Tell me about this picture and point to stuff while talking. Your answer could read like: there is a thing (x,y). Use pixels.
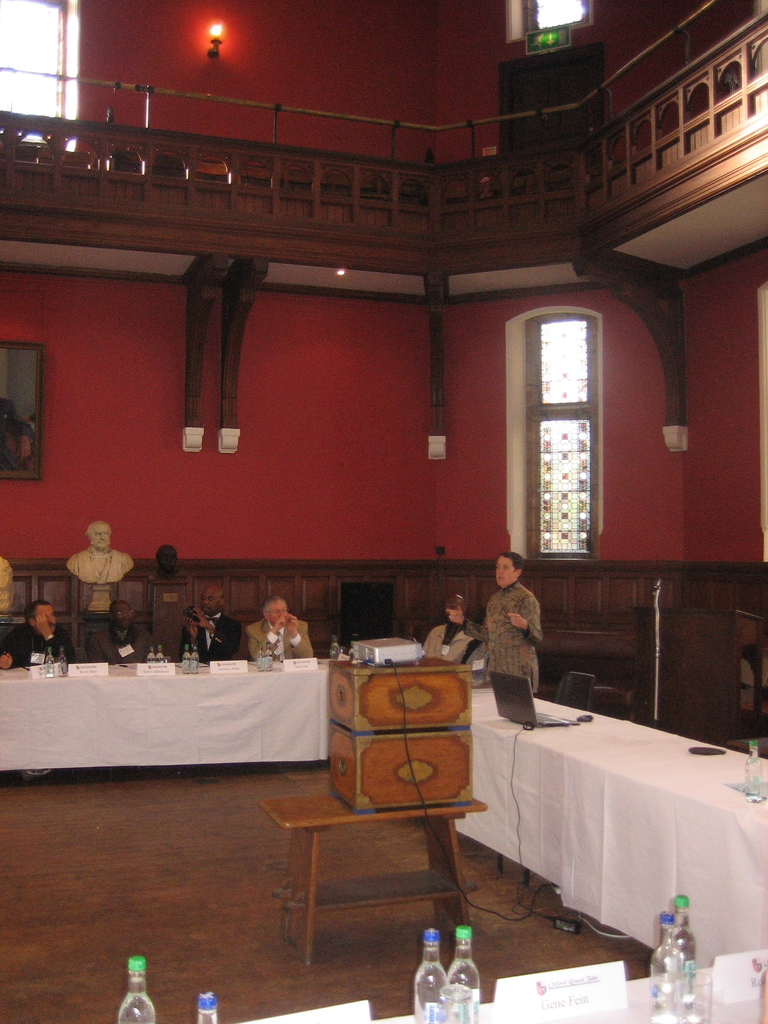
in this picture could see couple of persons (298,634) sitting on the table (204,677). The table (121,677) is white in color and in the background (260,442) there is red color wall (228,454).
